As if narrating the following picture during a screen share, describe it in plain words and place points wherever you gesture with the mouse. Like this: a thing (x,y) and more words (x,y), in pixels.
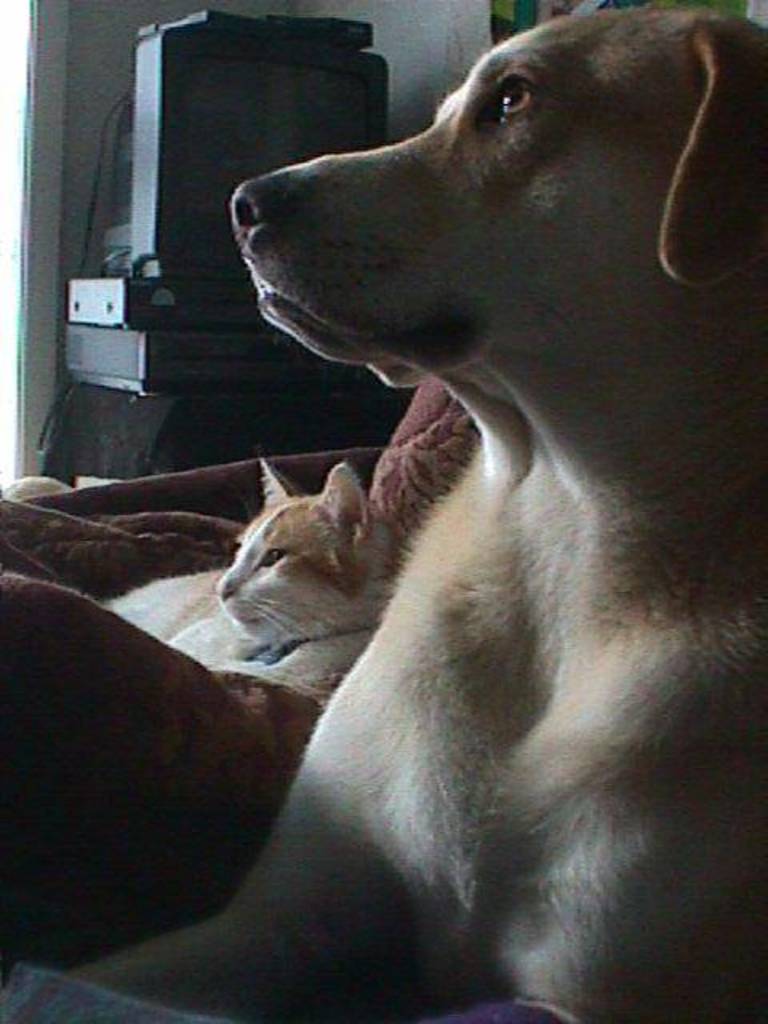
In the foreground of the image (591,594) we can see a dog (456,597) and a cat (294,566) on the surface (394,530). In the background (190,183), we can see a television (238,170) and some devices (173,333) placed on a table (135,416).
